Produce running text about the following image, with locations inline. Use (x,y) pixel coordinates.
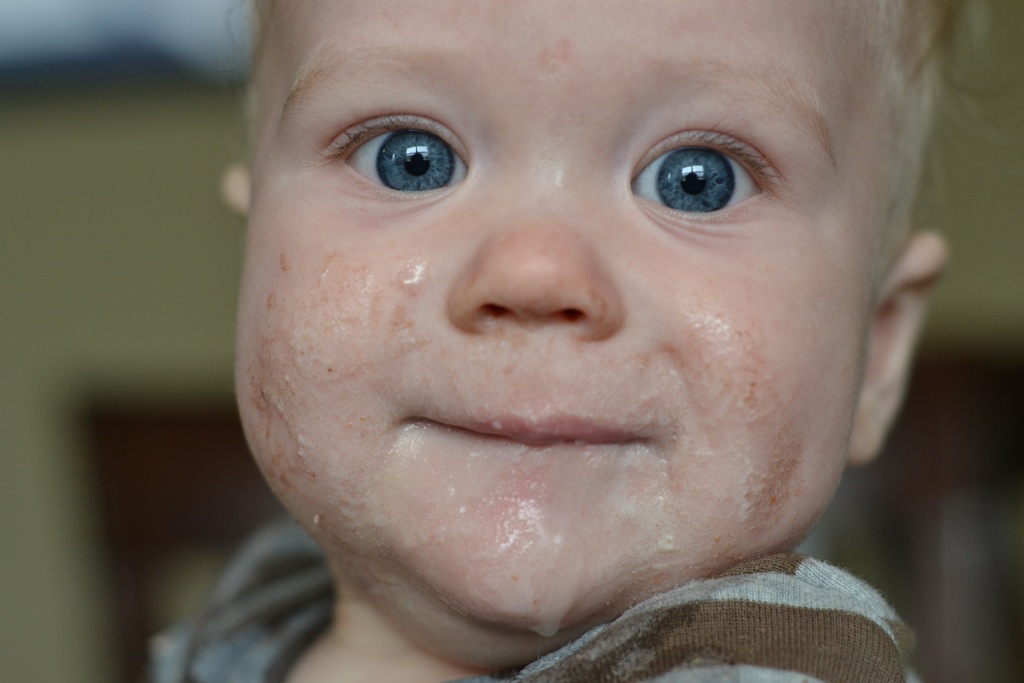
In this picture I can see there is a infant (341,657) sitting and wearing a shirt (745,644) and has some white hair (923,18) and blue eyes (736,164). There is a blurred backdrop (151,215) of yellow color shade.
